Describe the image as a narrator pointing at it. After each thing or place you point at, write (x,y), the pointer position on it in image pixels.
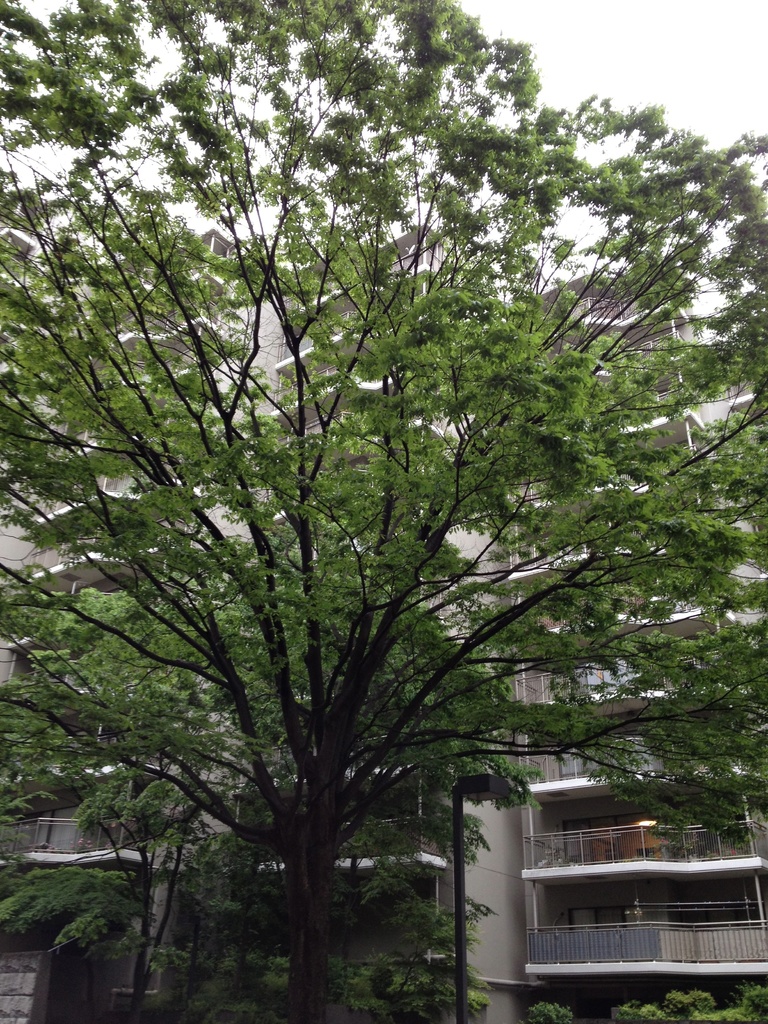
In this picture we can see trees (298,645) and behind the trees (253,553) there are buildings (558,863) and a sky (624,60).
